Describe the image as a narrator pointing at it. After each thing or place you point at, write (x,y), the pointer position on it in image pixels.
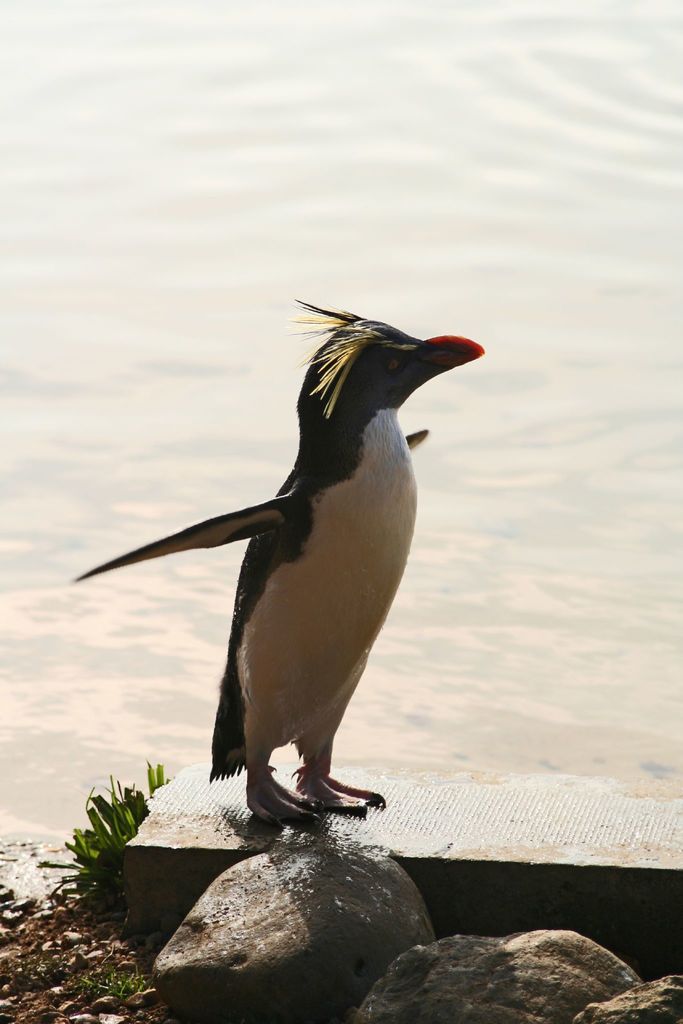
In this image, we can see a penguin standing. We can also see some rocks (232,943). We can see the ground (29,1005) and some grass (103,838). We can see some water (153,564).
